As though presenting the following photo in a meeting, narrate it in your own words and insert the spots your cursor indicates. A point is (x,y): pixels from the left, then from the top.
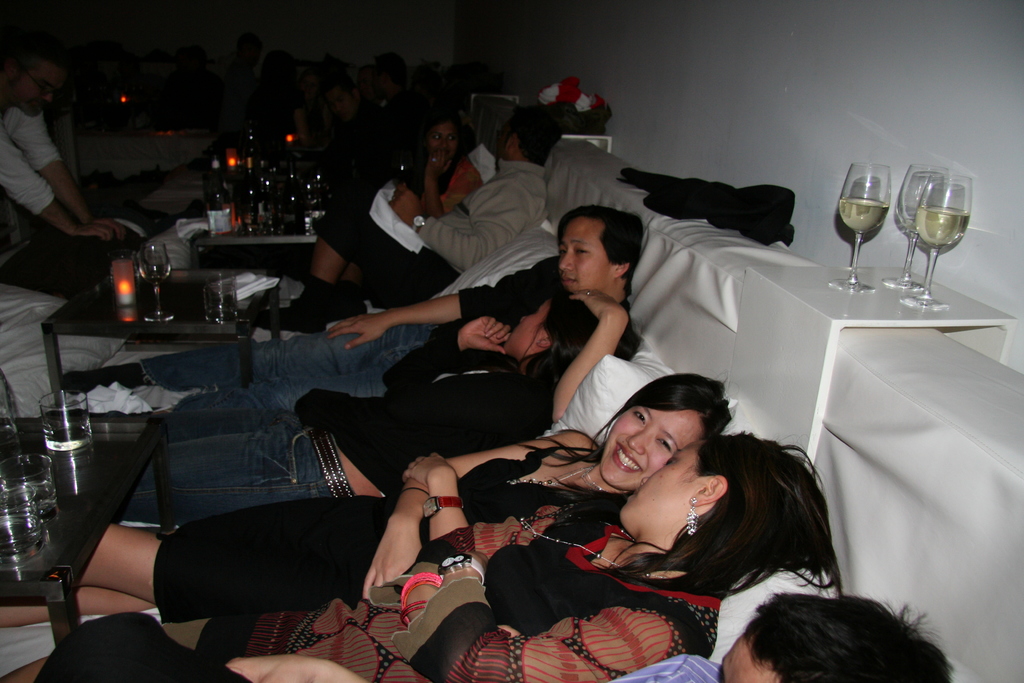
This picture describe about a group of boys (591,273) and girls (448,138) relaxing on the big sofa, In front (132,307) we can see a wooden table (89,317) on which candle light (123,282) and water glasses (88,411) are placed. Behind we can see the three glasses (840,290) and white wall (729,91).
